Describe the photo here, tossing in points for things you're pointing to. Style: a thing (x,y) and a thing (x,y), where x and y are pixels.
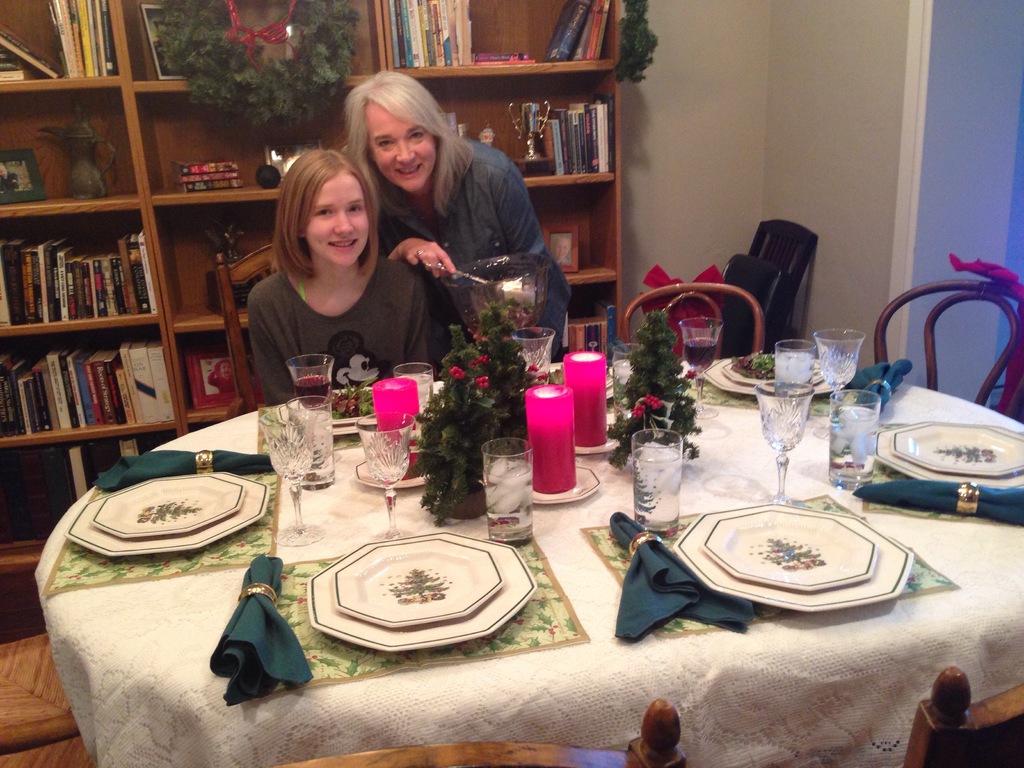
This picture is clicked inside the room (450,158). Here, we see a girl (288,290) sitting on chair (230,301) in front of table (225,534) on which plate (323,601), cloth (316,521), glass (316,488) and flower pot (670,410) are placed on it. Beside her, we see women (462,186) standing and smiling and behind them, we see a rack (110,206) in which books (573,158) are placed and on right corner of the picture (795,128), we see a white wall (815,165).
